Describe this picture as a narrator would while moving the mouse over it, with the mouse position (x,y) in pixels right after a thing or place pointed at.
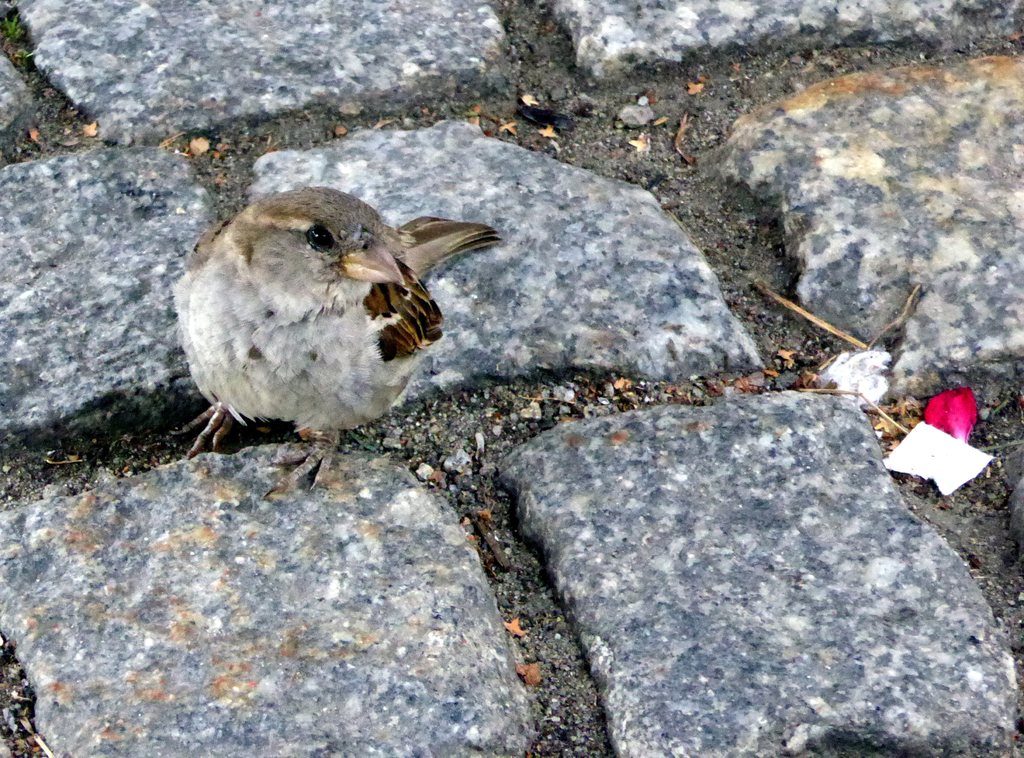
In this image there is a bird (245,345), dust particles (21,700) on the rock stones (177,576).
